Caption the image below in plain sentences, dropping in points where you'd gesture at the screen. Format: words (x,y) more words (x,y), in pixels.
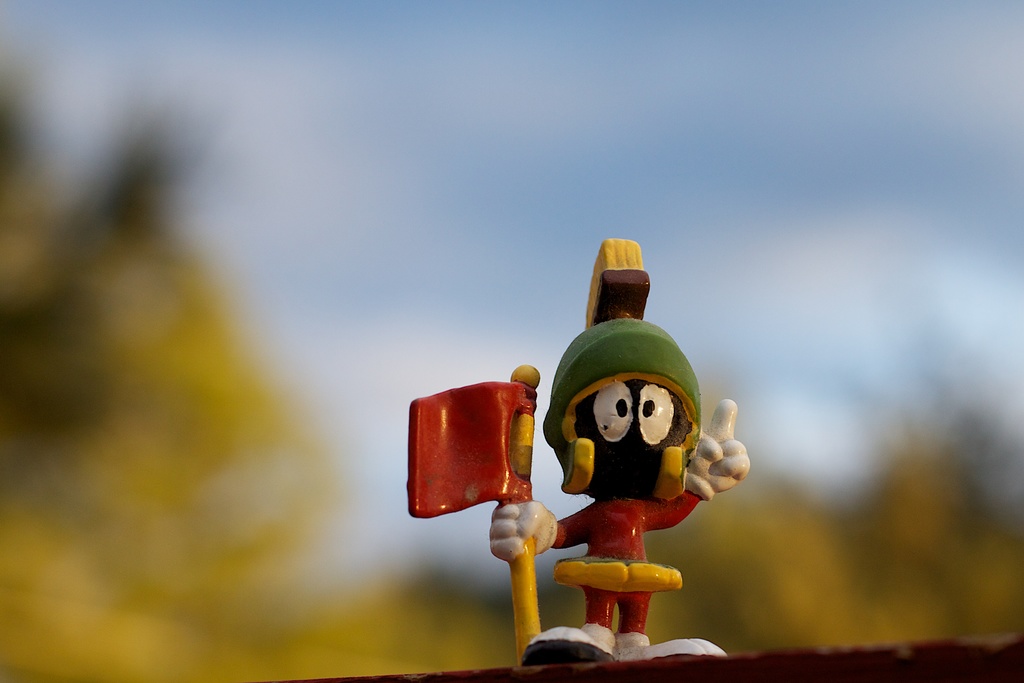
In this picture we can see a toy (536,504) and behind the toy (630,452) there is the blurred background (867,556).
